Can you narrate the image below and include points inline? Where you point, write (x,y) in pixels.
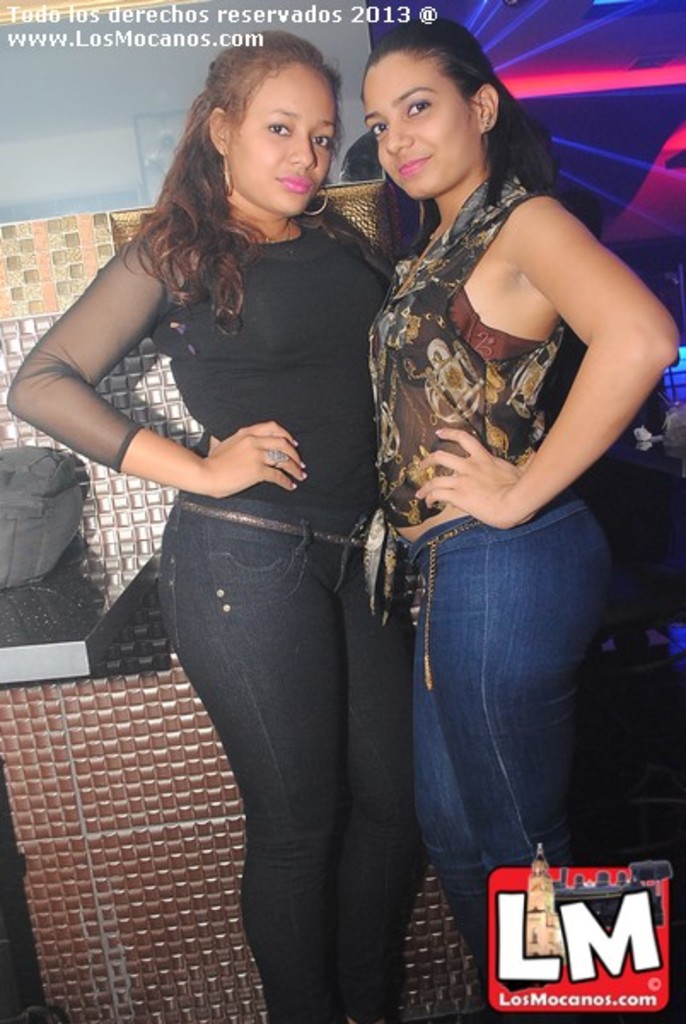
In this image I can see two women (320,317) standing and wearing different color dress (319,477). Back I can see different color background (75,159).
